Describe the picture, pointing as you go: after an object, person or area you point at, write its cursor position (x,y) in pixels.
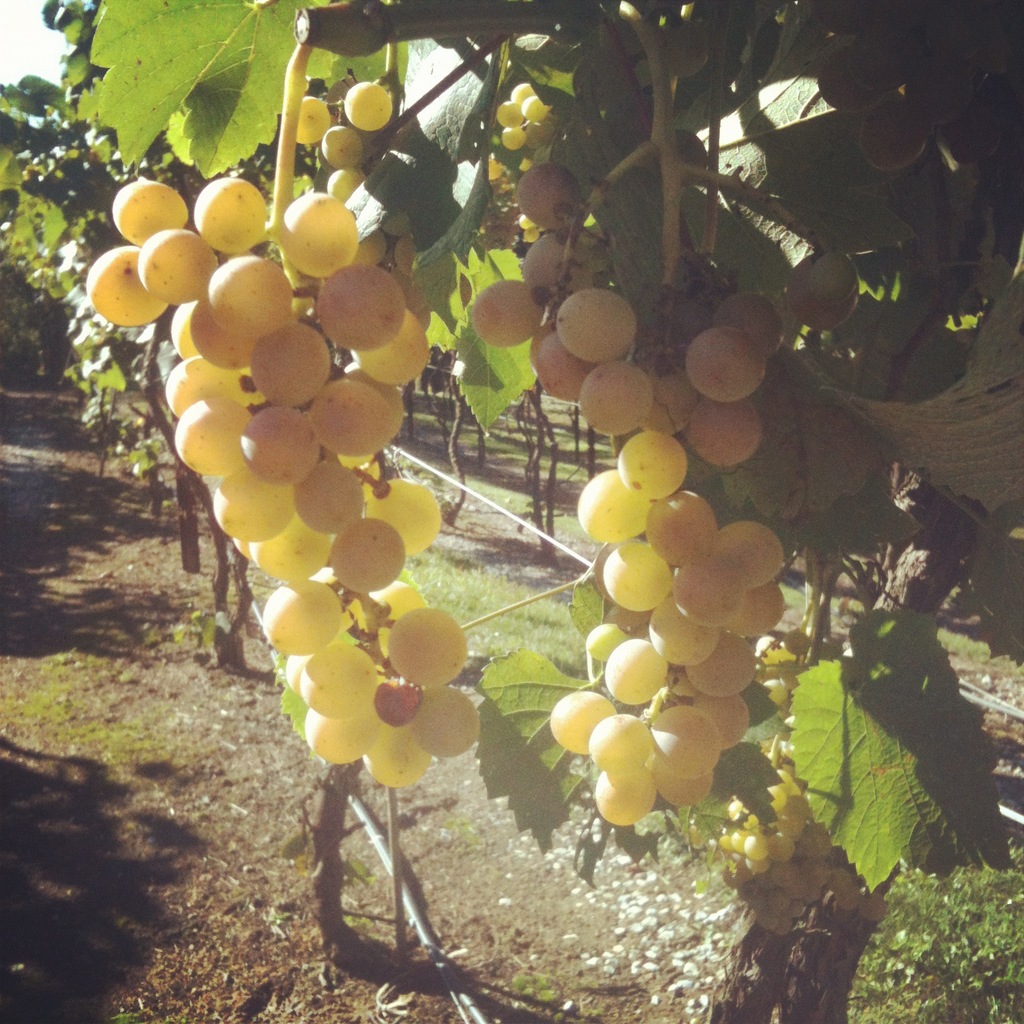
In this image we can see a vineyard (409,663), pipelines (388,858) and sky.
